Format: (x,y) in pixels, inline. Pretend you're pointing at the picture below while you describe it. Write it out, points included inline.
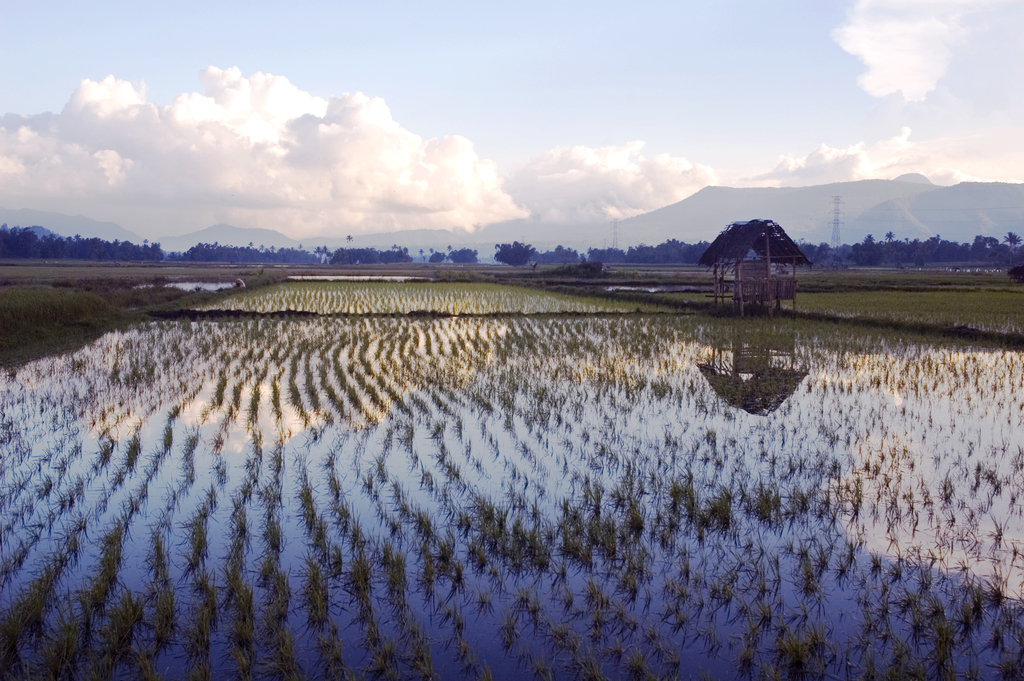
In this picture we can see water (471,471), few plants (543,443) and a hut (742,267), in the background (693,249) we can see few trees (679,244), hills (824,226), towers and clouds (453,166).
